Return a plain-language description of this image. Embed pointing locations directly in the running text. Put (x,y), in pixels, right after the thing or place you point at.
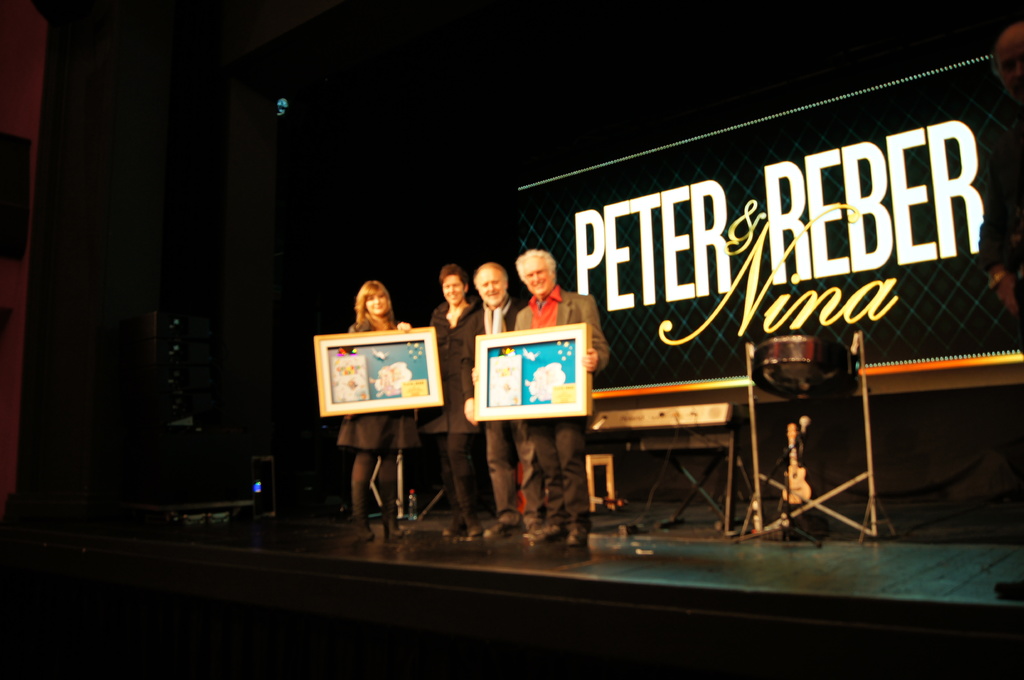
In the image I can see four people (467,343), among them two (542,308) are holding the frames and behind there is a desk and something written.
